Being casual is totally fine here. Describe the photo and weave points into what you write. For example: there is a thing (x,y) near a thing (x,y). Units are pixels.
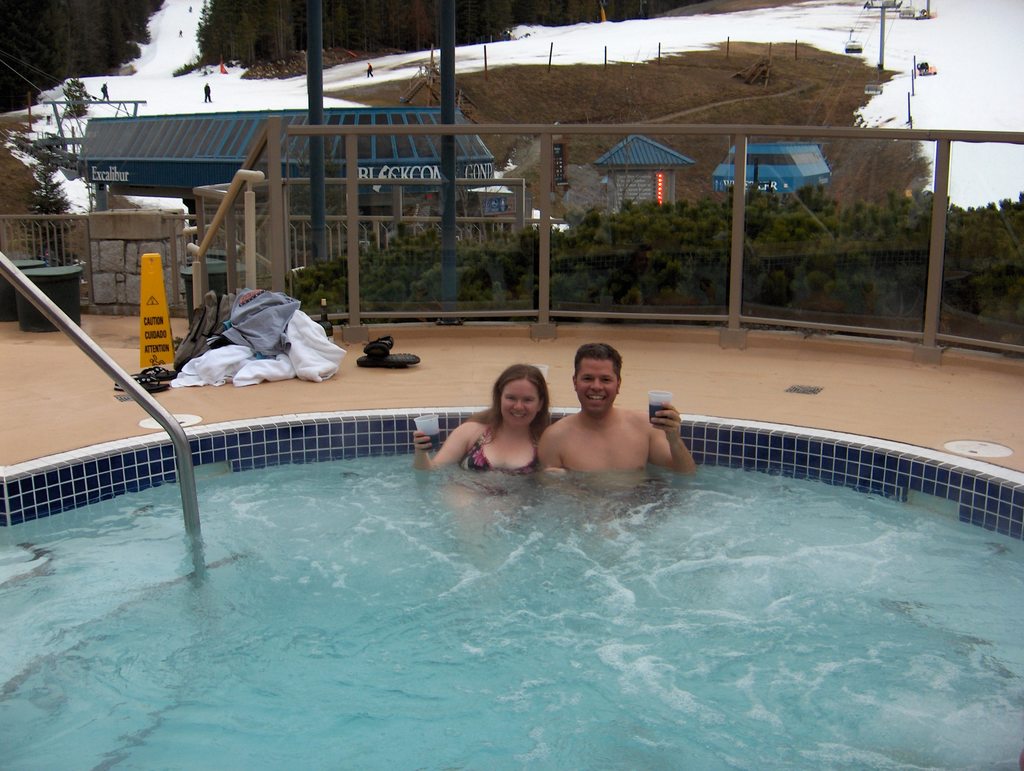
There is a woman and a man (661,463) in swimming pool (658,537) by holding a glass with liquid (433,434) in it in their hand (419,434). In the background (301,361) there are clothes (293,337), footwear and some other objects (143,297) on the floor (422,346) and we can also see fence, trees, houses (202,169), poles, cable cars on the right (881,20) and few persons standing on the snow (183,96) on the left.
